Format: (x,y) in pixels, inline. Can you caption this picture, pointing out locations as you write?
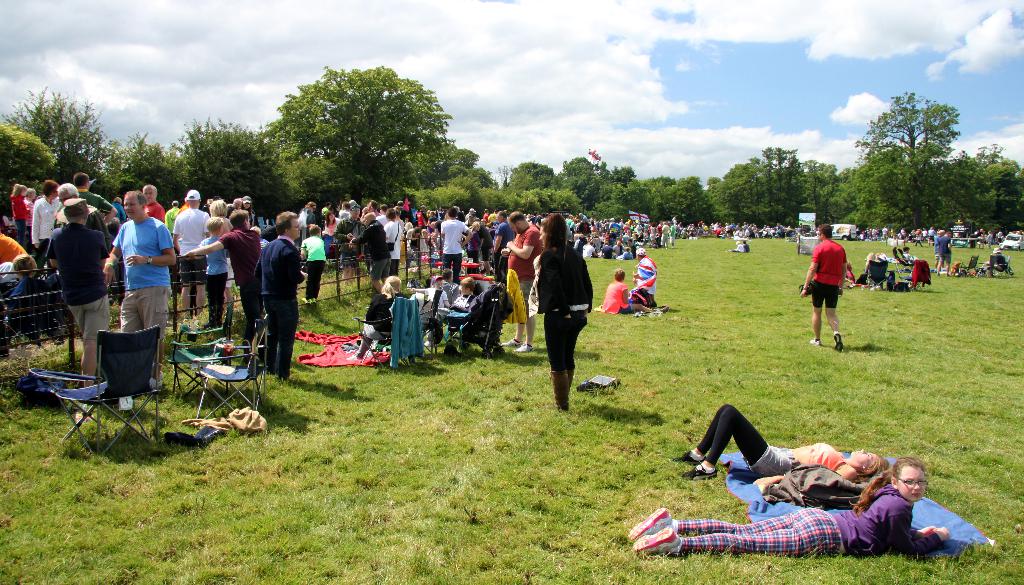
There is a huge crowd (356,202) gathered in an open area (889,328), the land (387,457) is covered with plenty of grass (703,349) and a few of them are lying on the grass (647,327) and some of them are sitting on the grass (660,264) and some other people (123,307) are standing beside the fencing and few people (450,296) are sitting on the chairs (423,319), around the land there are plenty of trees (609,185). On the right side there is a vehicle (1009,239).
